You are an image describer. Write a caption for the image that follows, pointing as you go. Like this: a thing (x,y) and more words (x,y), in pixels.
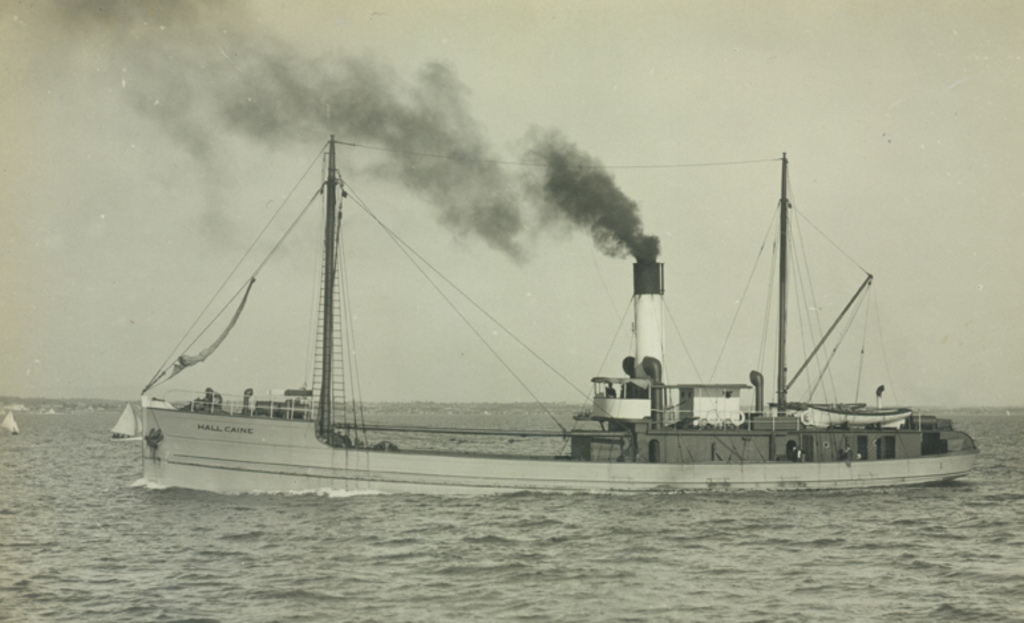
This is a black and white image, in this image there is a ship (791,433) on the water (11,547), in the background (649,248) there is the sky (450,338) and smoke (359,111).
